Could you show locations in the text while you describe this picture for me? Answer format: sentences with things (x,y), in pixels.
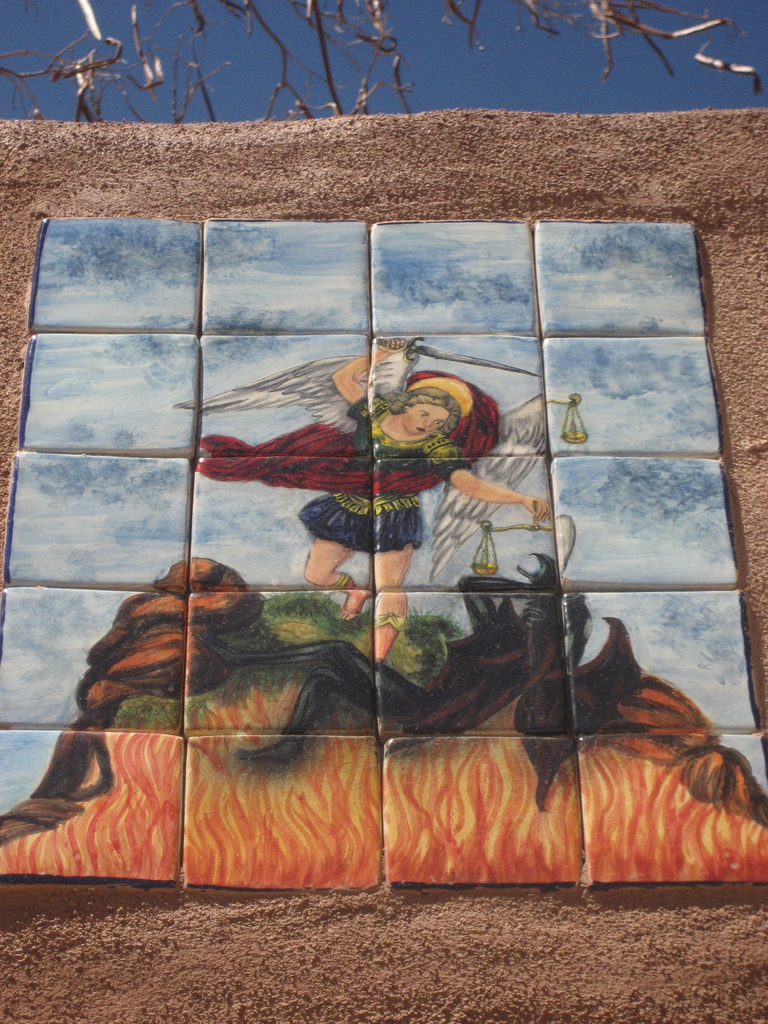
In this picture we can see a wall painting (352,722) here, here we can see a person's painting (392,507), at the bottom (491,919) we can see wall (390,986).
